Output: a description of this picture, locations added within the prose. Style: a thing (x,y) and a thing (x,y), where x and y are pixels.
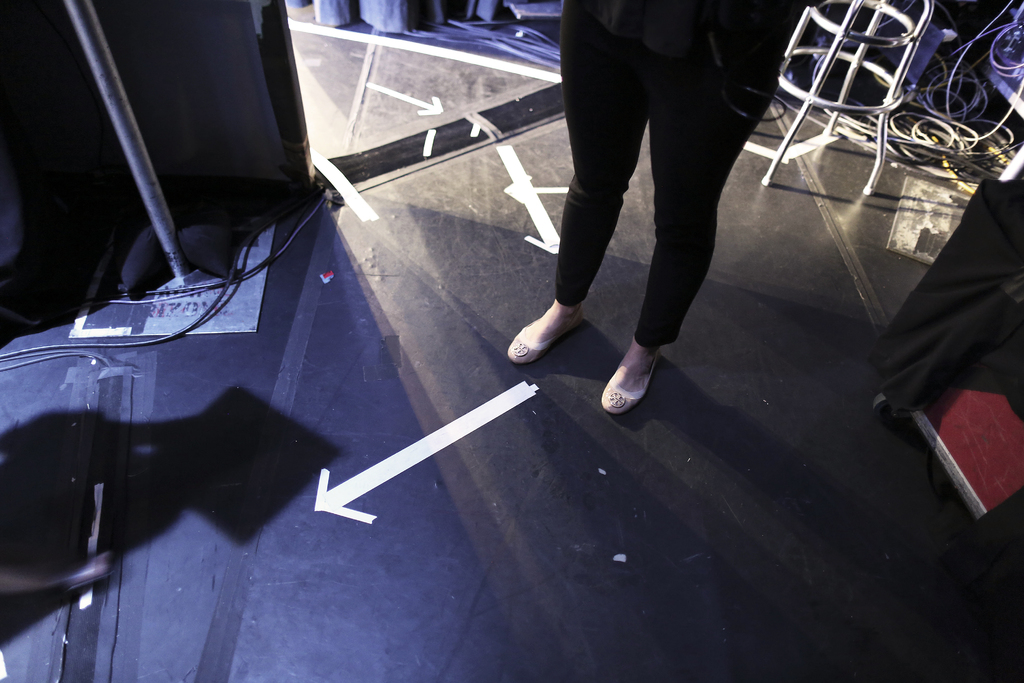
In this image we can see the legs (596,54) of a person (618,16), there are some cables (924,104), curtains (232,137), stands (867,44) and some other objects (909,77).
